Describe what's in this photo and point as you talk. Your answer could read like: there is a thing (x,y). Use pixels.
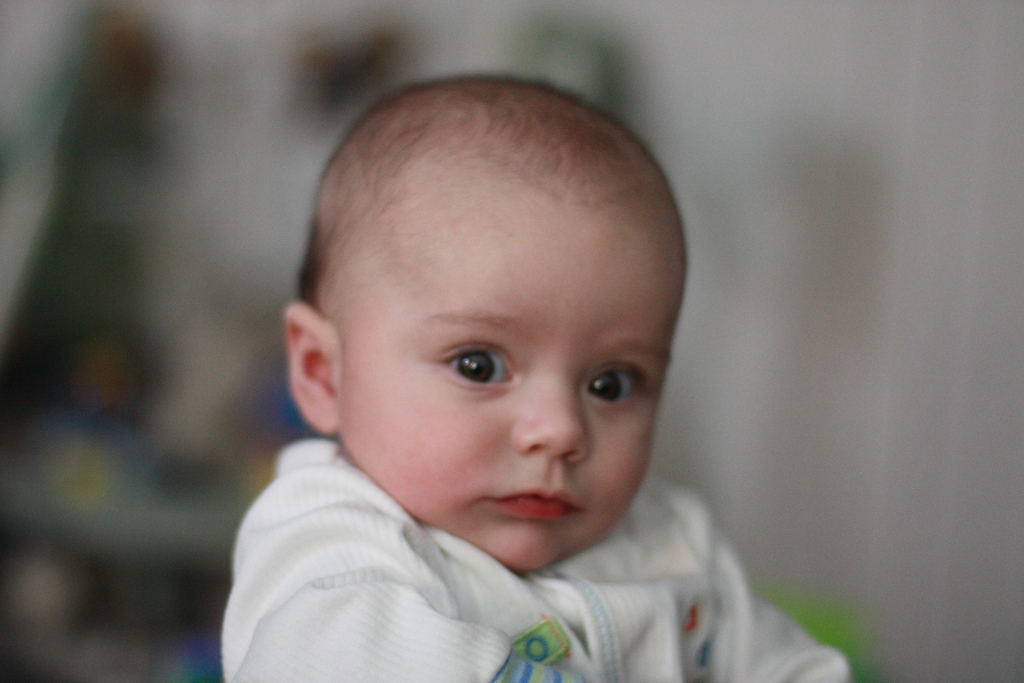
We can see a kid (462,443). In the background (988,613) it is blur.
